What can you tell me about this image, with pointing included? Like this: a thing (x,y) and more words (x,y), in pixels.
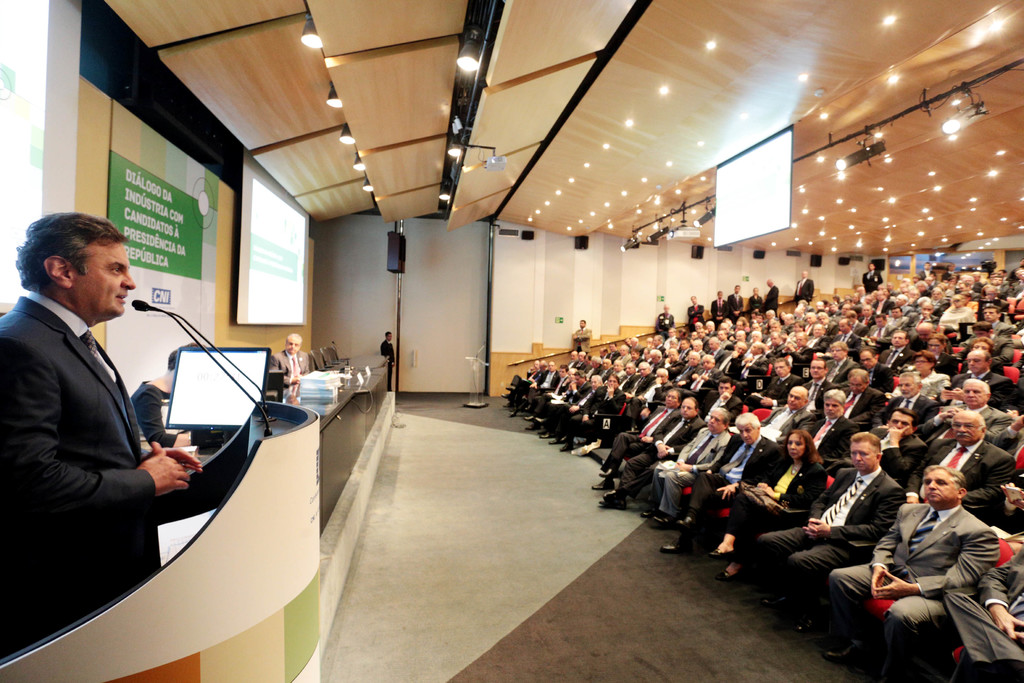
this is the man (50,342) speaking, this is the microphone (179,321) and the system (218,385), these are the chairs (333,355) in the opposite audience (794,344) are sitting listening to this man (109,426), they are sitting on a red chair (767,411), man (859,507) wearing blazer (866,538) and black shoes (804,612), a tie (837,511), pant (823,566). brown hair (867,431), this is the projected screen (738,171) and lights (628,123).
